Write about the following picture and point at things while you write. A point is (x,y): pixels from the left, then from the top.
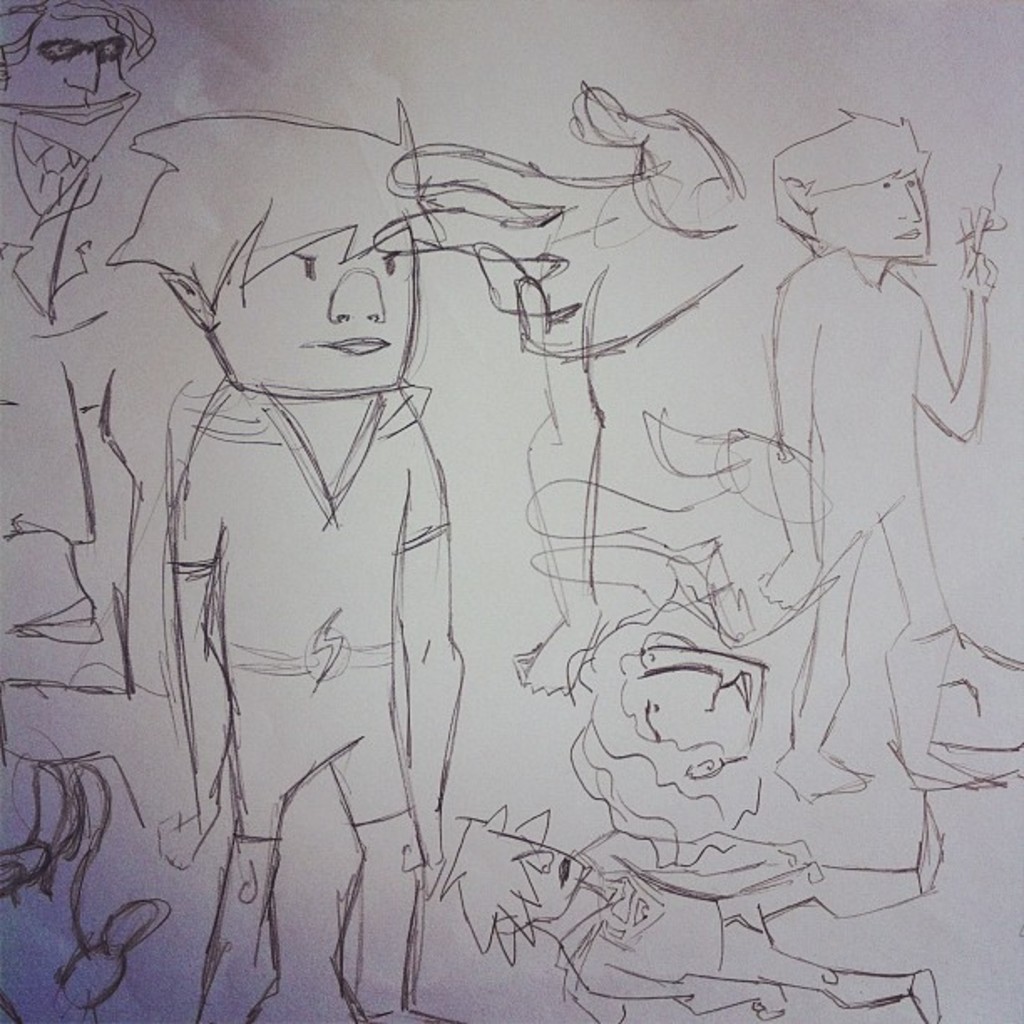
In this image we can see drawings (349,643) on the paper (862,760).
